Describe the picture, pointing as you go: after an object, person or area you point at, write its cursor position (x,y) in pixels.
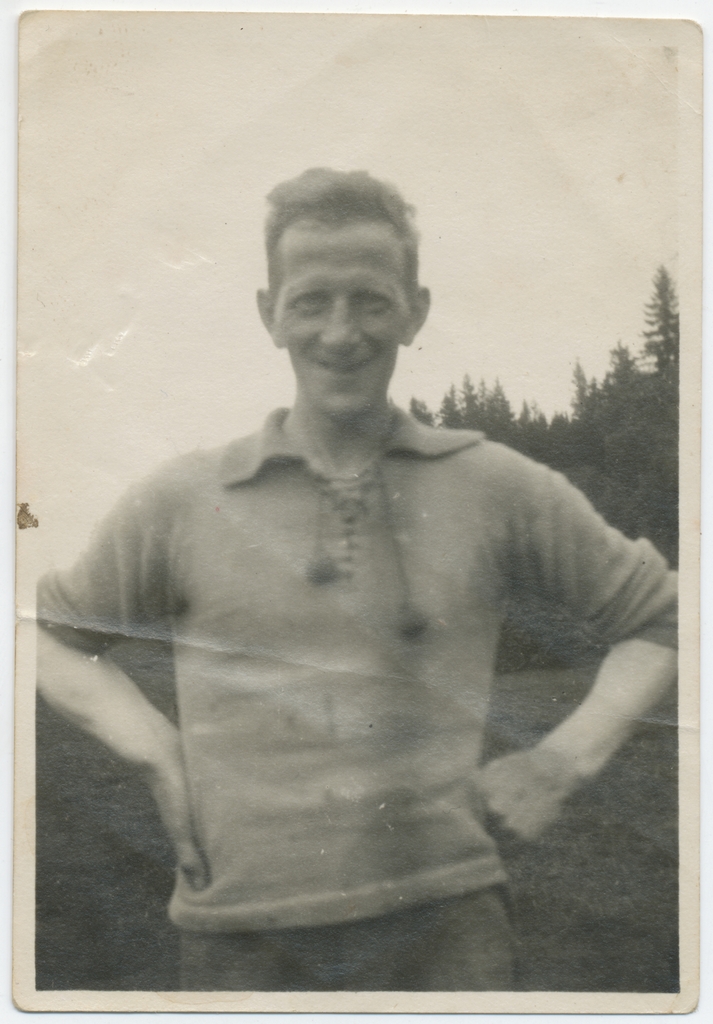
In the picture we can see an old photograph of a man (430,681) standing and placing his hands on his hip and he is smiling, behind him we can see a part of the tree (678,440) and the sky (133,109).
